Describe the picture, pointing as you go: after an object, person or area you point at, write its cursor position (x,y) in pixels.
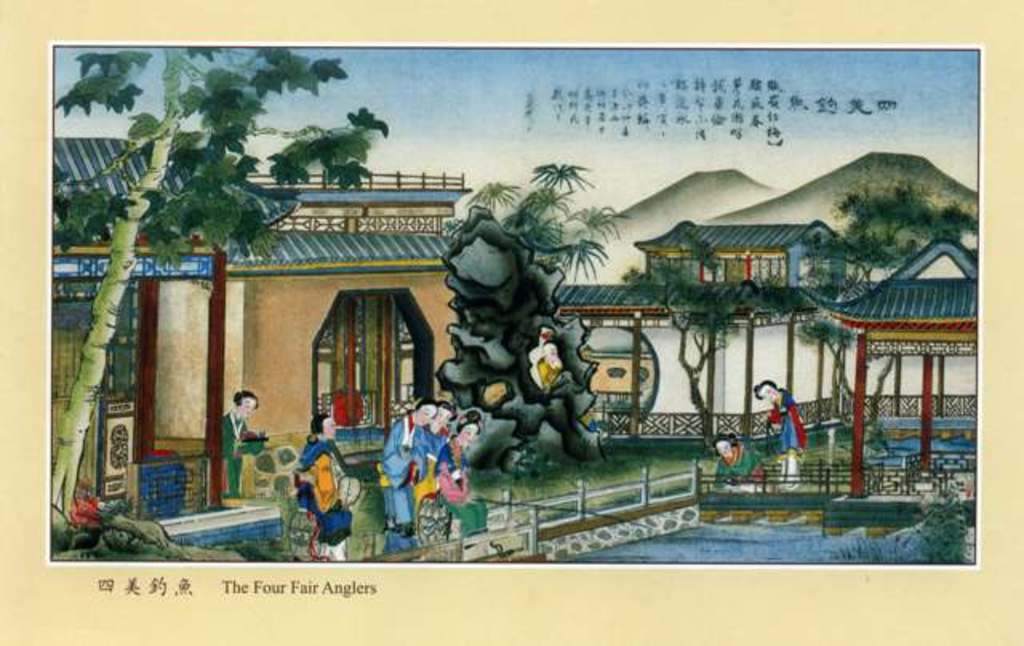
In the center of the image (350,228) we can see one poster (318,271). On the poster (412,354), we can see some painting (383,380), in which we can see the sky (587,172), clouds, buildings (423,263), trees (569,242), poles (216,271), fences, hills (672,210), water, few people (797,418) are standing and a few other objects (357,405). And we can see some text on the poster (384,290). And we can see the cream colored border (43,28) around the image.
